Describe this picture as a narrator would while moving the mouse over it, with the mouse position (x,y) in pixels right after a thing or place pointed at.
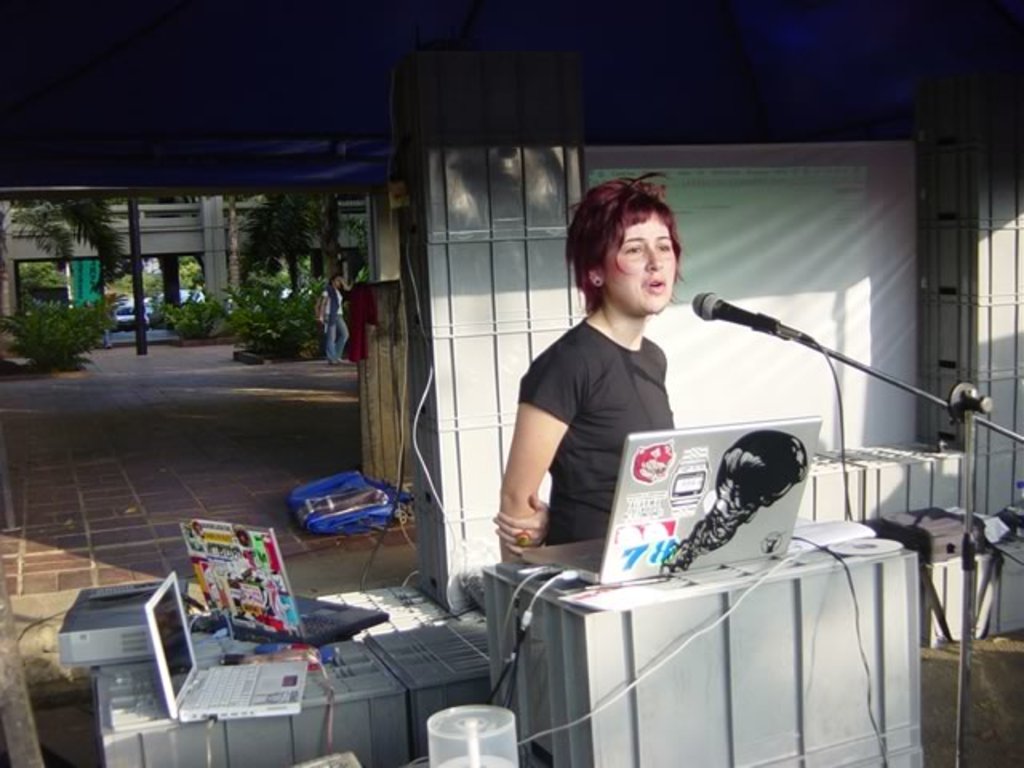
In front of the picture, we see the woman (571,414) in black T-shirt (626,422) is standing in front of the table (727,593). In front of her, we see a microphone (734,306) and she is talking on the microphone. On the table (675,627), we see laptop (739,554), papers (840,534) and disk (878,542). Behind her, we see white boxes (439,652) on which laptops (254,630) and CD player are placed. Behind her, we see a wall (755,192) in white color and a sheet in blue color. In the background (343,343), the woman (336,289) in white T-shirt (341,309) is standing. Behind her, we see plants (248,331) and trees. Behind that, we see a building (173,249) in white color. There are trees (147,286) and cars (130,307) in the background (121,291).
